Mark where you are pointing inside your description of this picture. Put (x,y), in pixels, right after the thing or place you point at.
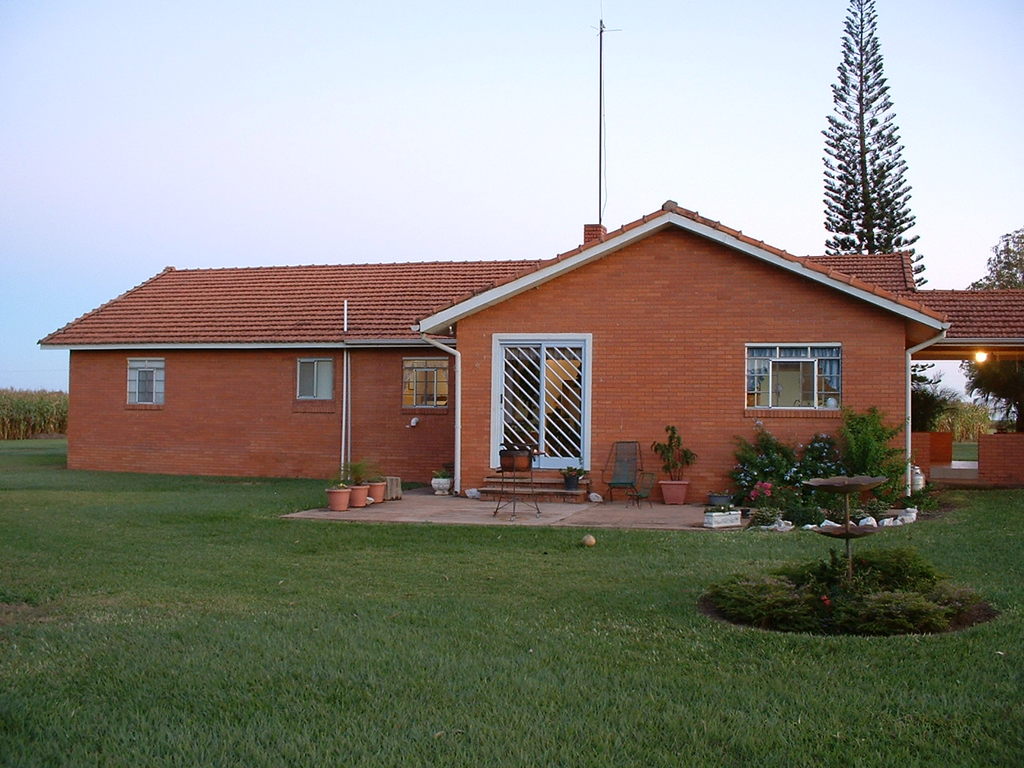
In this image in the front (478,662) there's grass (368,647) on the ground (489,611). In the center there is a stand (853,532) which is brown in colour. In the background (507,349) there is a house (488,415) and there are plants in the pot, there is an empty chair (624,486), there are flowers (829,469), there are trees (977,381), there is a light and there are windows (794,380) and there is a door (512,394).
